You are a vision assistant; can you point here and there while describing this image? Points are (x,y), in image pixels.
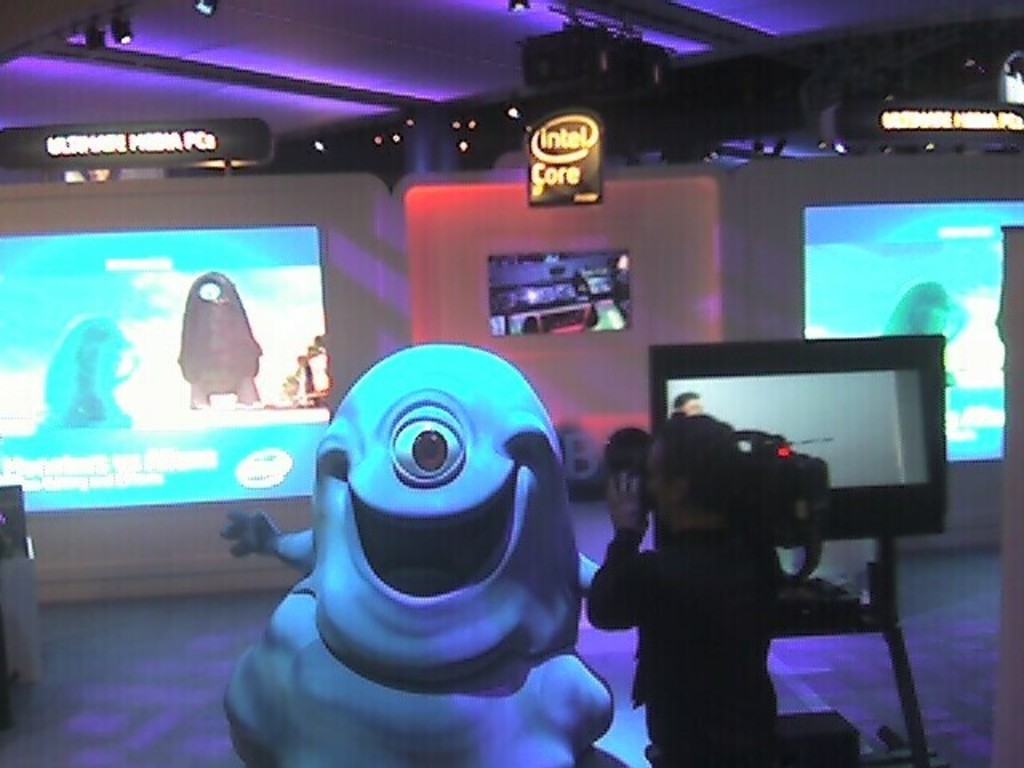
In the image we can see a toy (480,360) and a person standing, wearing clothes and holding a video camera (632,473) in hands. Here we can see the screens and the floor (118,722).
